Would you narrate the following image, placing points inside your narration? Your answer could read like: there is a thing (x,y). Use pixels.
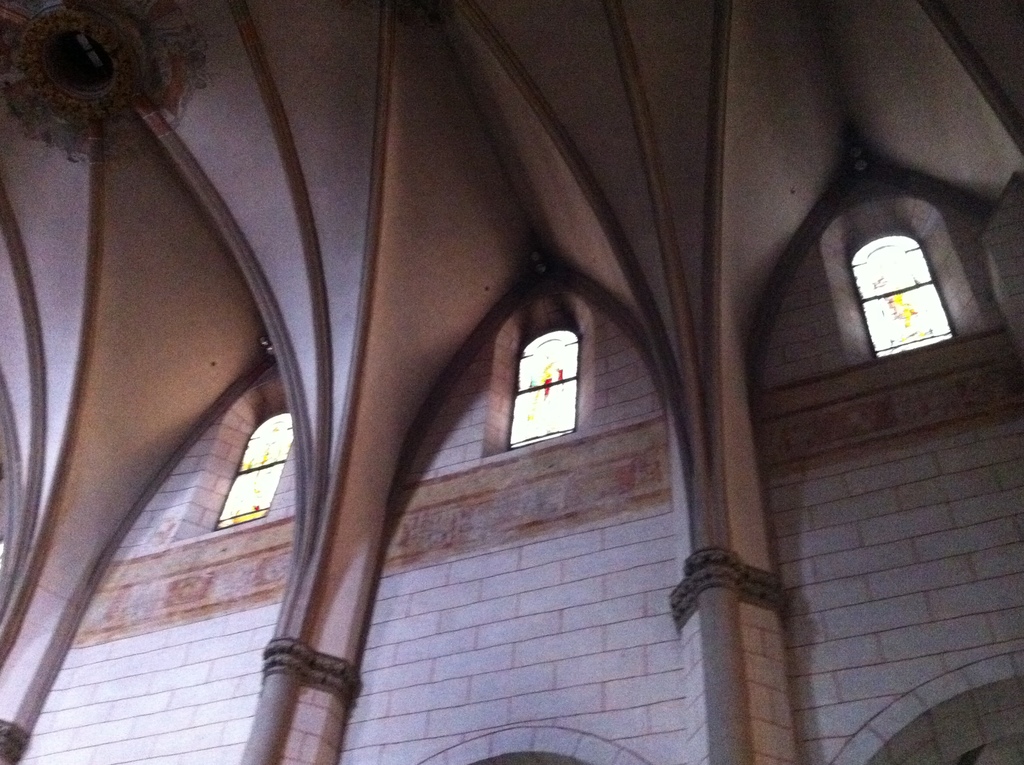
In this picture I can see an inner view of a building (597,454). Here I can see windows (903,329) and a white color wall (558,557). On the top left corner of the image (75,109) I can see an object (76,120).
